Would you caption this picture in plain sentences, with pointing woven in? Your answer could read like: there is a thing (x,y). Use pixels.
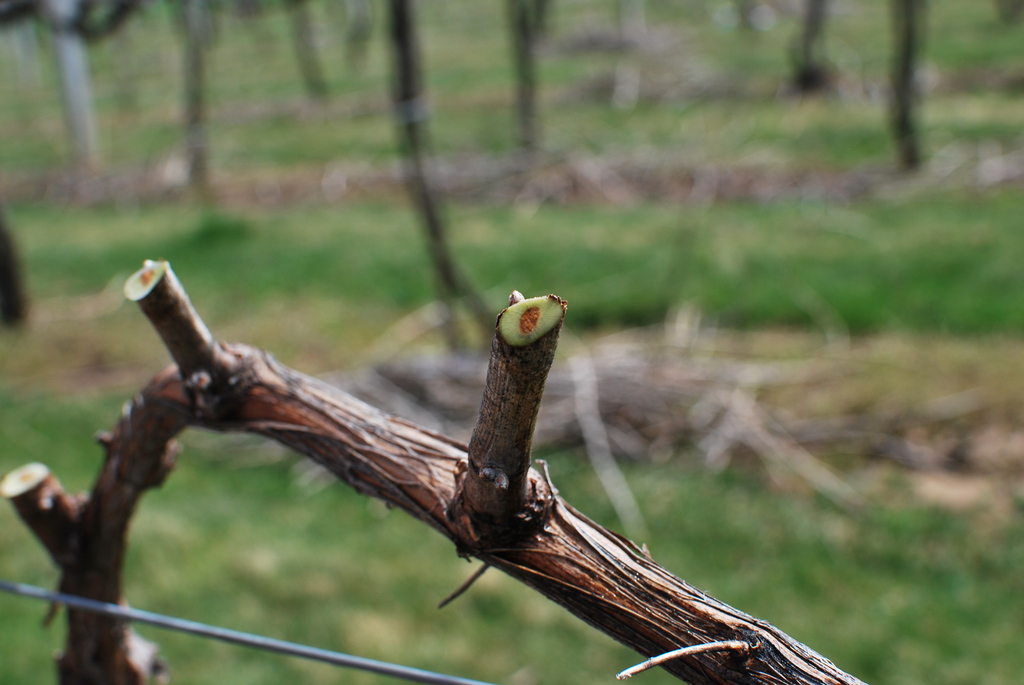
In this image there is a wooden object (611,586) towards the bottom of the image (499,501) that looks like a branch (320,415) of a tree (272,395), there is a wire (340,661) towards the bottom of the image (161,623), there is grass (235,535) towards the bottom of the image (931,569), there are objects (697,380) on the ground (815,397), there are objects (529,65) towards the top of the image (416,72) that looks like tree trunks (823,80).
